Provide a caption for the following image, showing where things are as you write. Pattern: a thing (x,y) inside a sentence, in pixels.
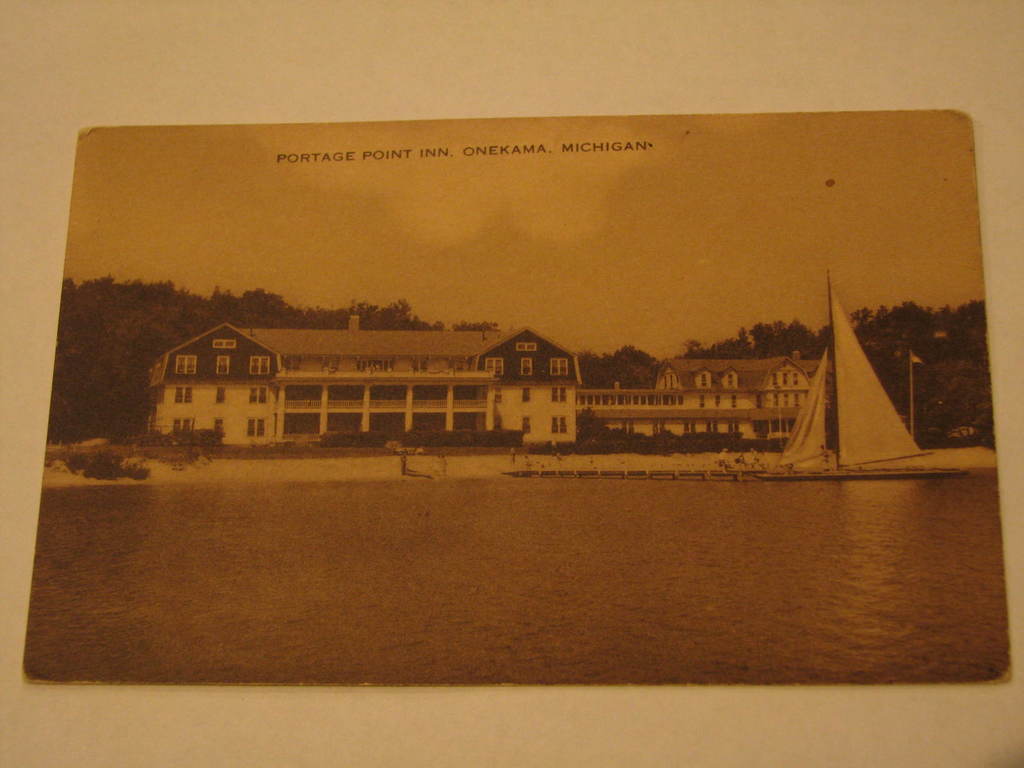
On the surface (1014,767) we can see a postcard (532,356). In this postcard (618,185) we can see a building (193,408), trees (93,424), a boat (857,460), water (626,589) and plants (121,455). Here we can see sky (638,230) and clouds (575,199). On the top (565,228) we can see sky (650,158) and clouds (592,167). Here we can see text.
